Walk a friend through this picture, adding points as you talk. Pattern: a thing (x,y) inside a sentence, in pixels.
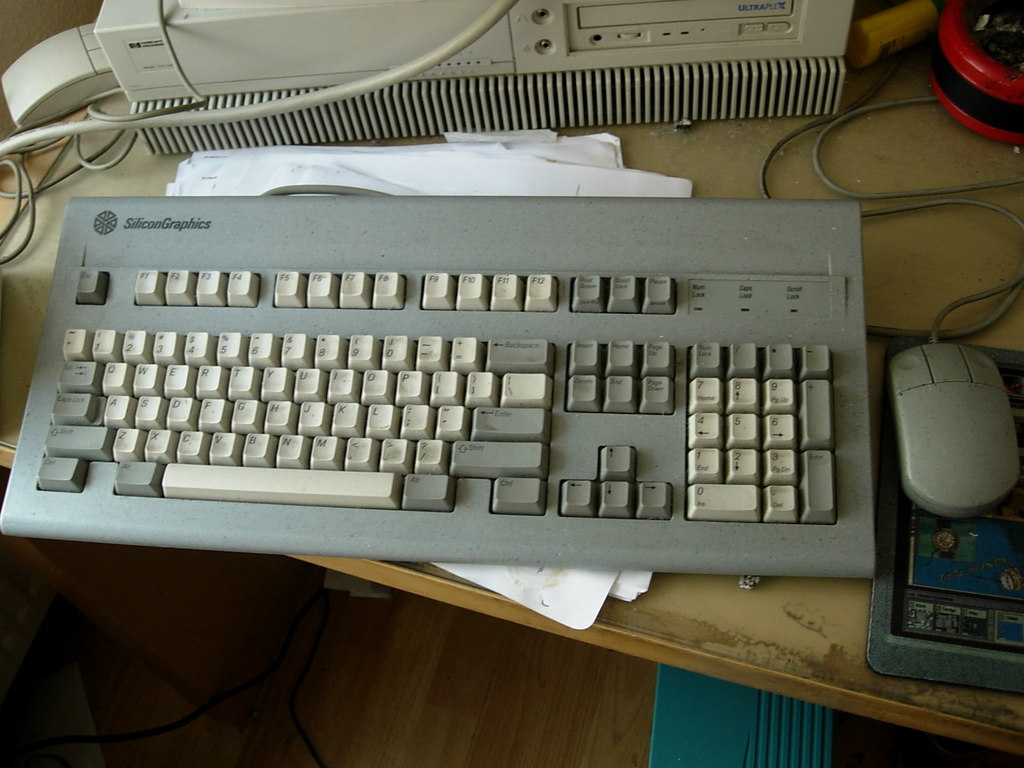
In this image I can see a key board (496,472), mouse (929,401) papers (574,185) and also a machine (385,57) with wires (23,212) and also a red color object (972,65) on the table (1018,313). And down there is a blue color object (669,723) can be seen.
